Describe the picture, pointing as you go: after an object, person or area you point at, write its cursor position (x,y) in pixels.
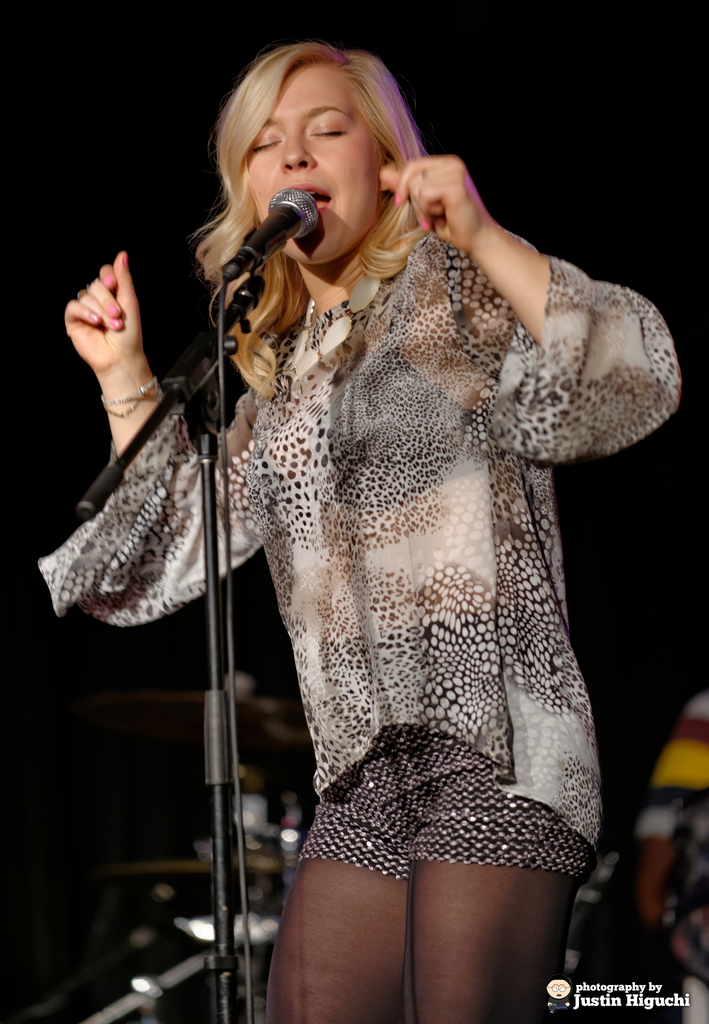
In this image there is a woman (388,639) standing. She is singing. In front of her there is a microphone (259,234) to its stand (234,959). Behind her there are musical instruments (209,941). The background (117,198) is dark. In the bottom right (597,994) there is text (638,1004) on the image.
